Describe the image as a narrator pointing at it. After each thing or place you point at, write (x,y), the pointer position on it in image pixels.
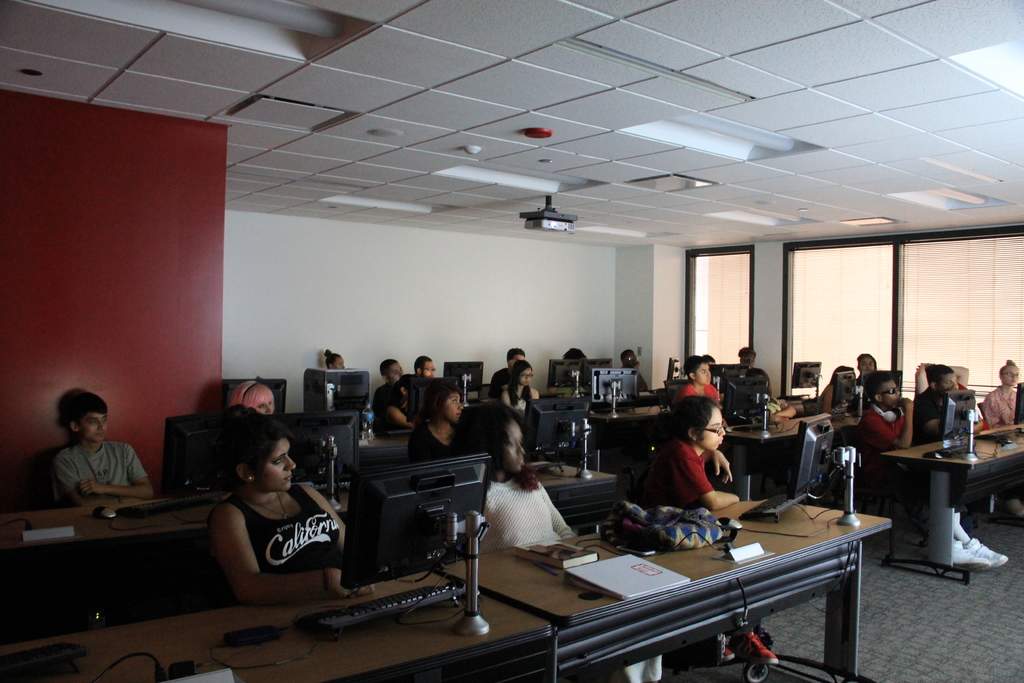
In this room (362,385) many people (114,481) are sitting on chairs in front of them on table (312,609) there are desktops (373,562). On few tables (492,565) there are bags (675,528) and books (561,567). On the top (660,100) there is ceiling (530,86) and projector (552,233). In the background (446,285) there is wall (374,277). In the right (805,296) there are windows (854,291) made up of glass (902,317). In the floor (912,632) there is carpet (919,641).
